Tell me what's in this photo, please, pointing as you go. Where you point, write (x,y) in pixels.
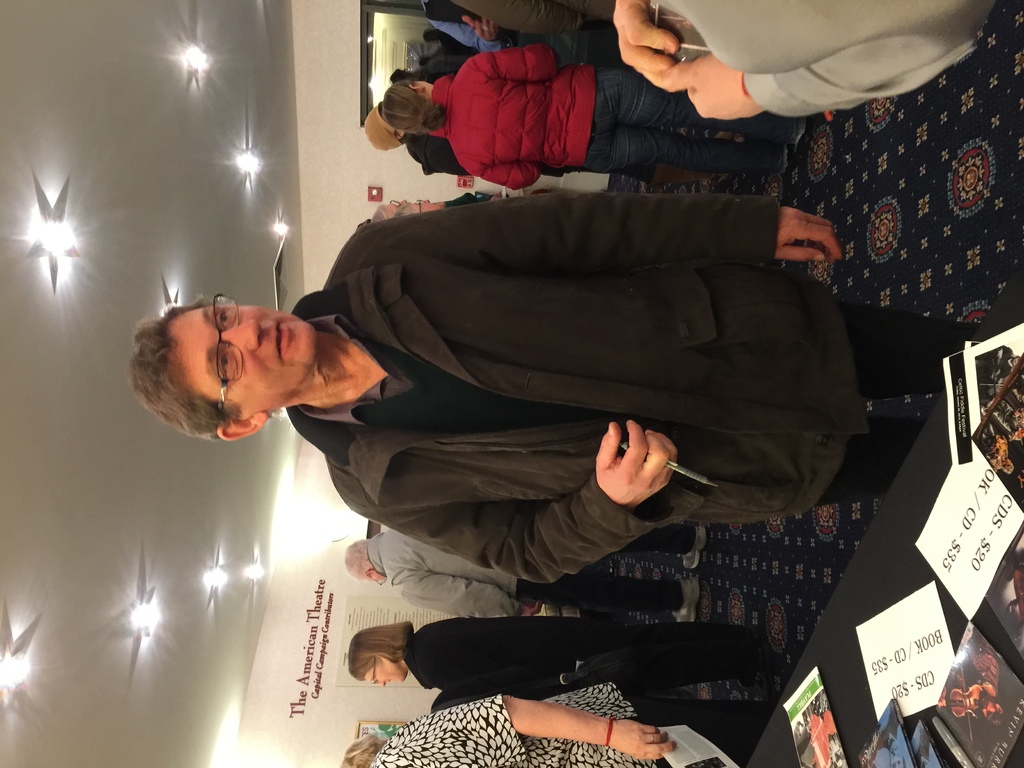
In this image we can see a few people (613,479) standing, among them some are holding the objects (681,472), we can see some objects (870,674) like books (888,733), papers (942,638) on the table (905,550), at the top of the roof (262,477), we can see some lights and on the wall (310,140) we can see some text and photo frame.
